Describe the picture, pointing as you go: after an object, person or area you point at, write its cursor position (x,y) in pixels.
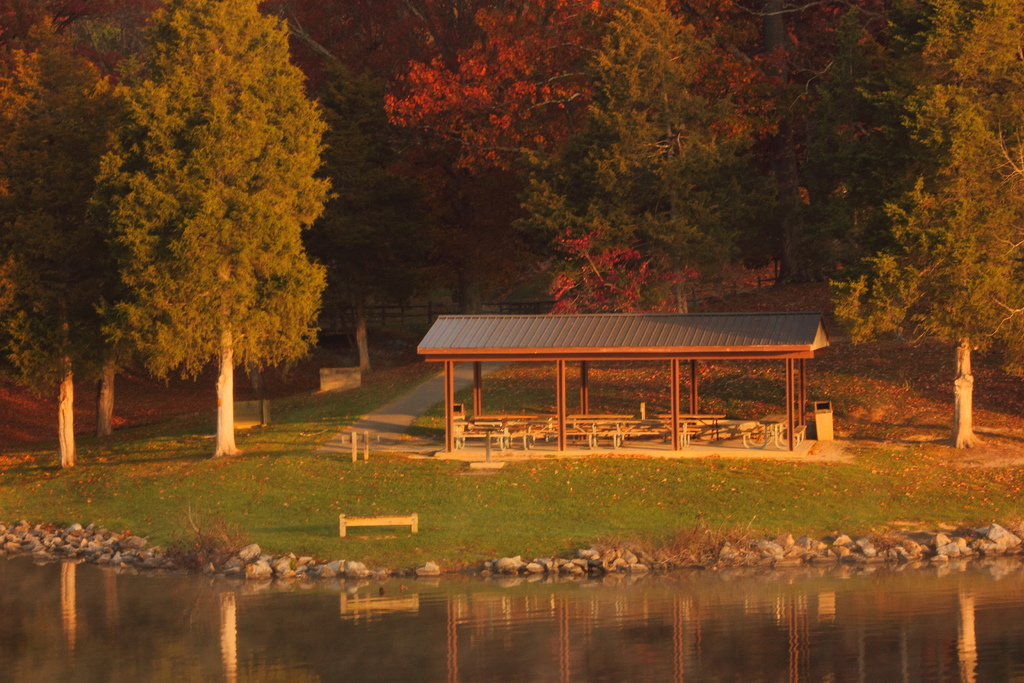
This image consists of many trees (861,157). At the bottom (506,642), there is water (436,601). In the middle (624,421), there is a small shed (561,397) along with the chairs (552,425). And there is green grass (472,509) on the ground (402,477). We can see many rocks (60,531) in this image.
